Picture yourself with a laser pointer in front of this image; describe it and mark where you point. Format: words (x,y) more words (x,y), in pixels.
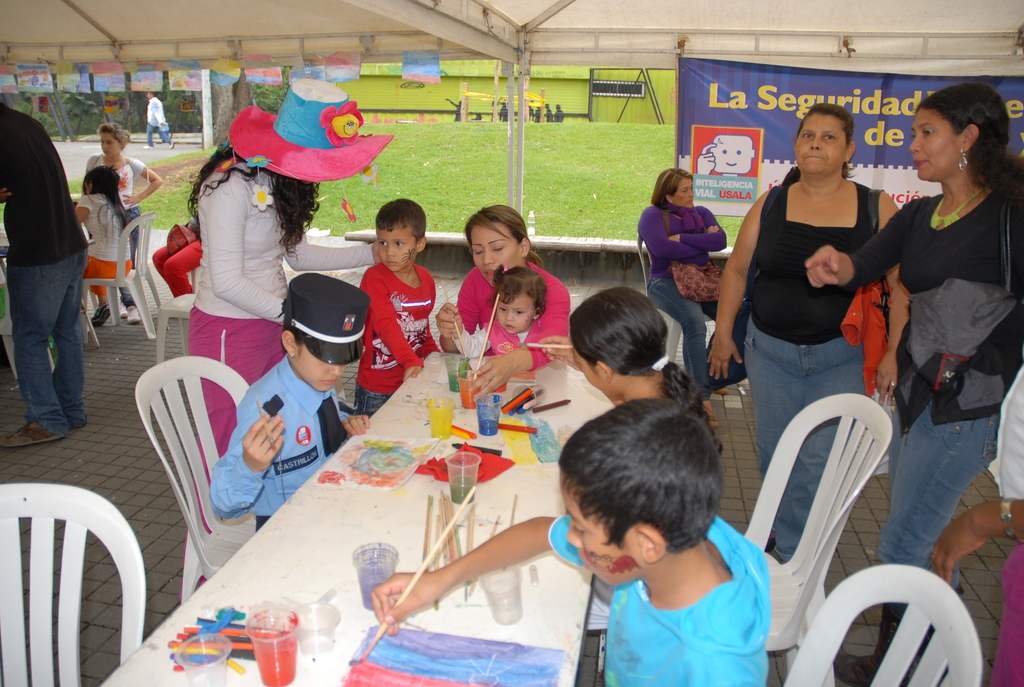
In this picture we can see the painting competition. In the front (426,611) there is a table (426,611) and some boys (409,611) are doing painting. Behind there are two women (880,257) wearing black tops (930,286), standing. On the left side (208,297) there is a woman (251,259) wearing white top (236,252) and a pink hat (318,174) is standing and talking with the boy (417,243). Behind there is a blue and white banner (715,127). In the background (503,154) there is a green field (495,174).
